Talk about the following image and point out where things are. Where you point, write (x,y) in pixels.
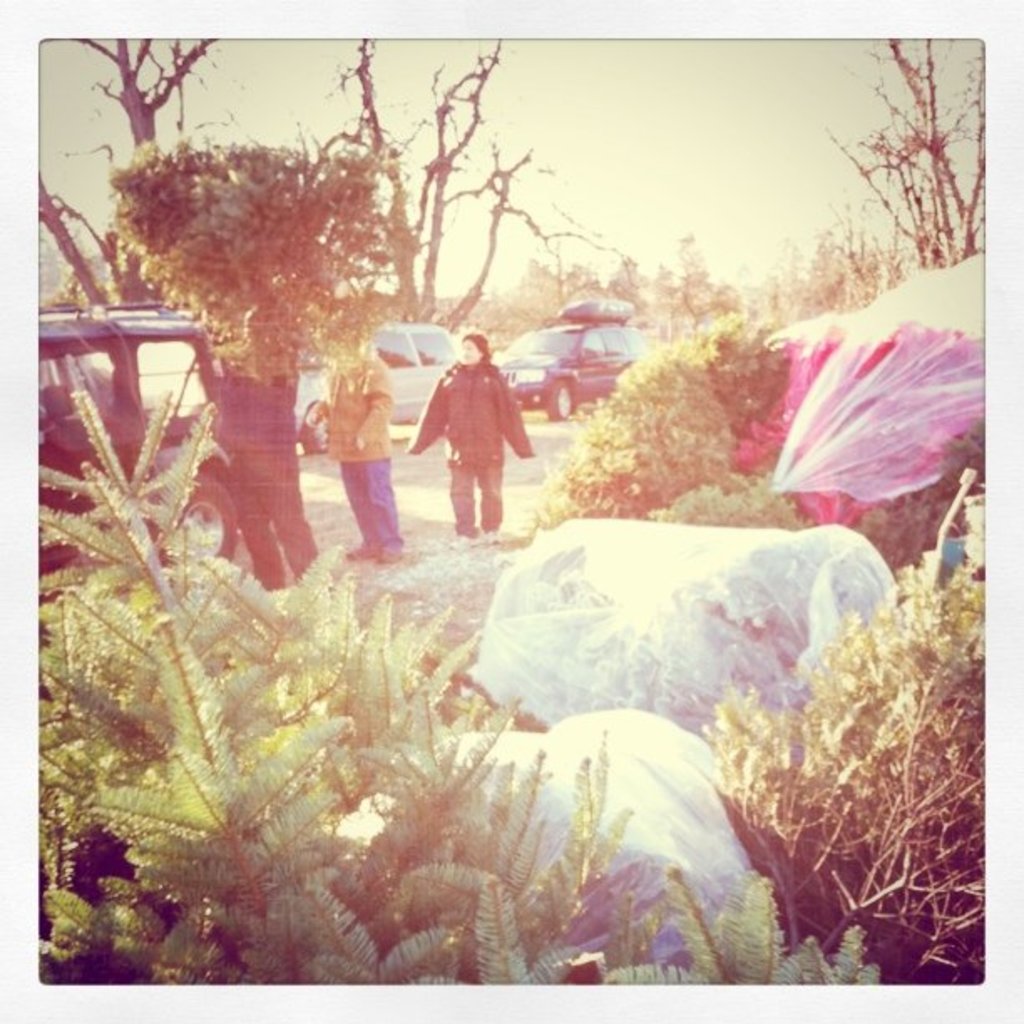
This is an edited picture. I can see vehicles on the road (393,562), there are three persons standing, there are plants (343,631), bags (600,941), there are trees (327,650), and in the background (540,97) there is the sky (674,97).
